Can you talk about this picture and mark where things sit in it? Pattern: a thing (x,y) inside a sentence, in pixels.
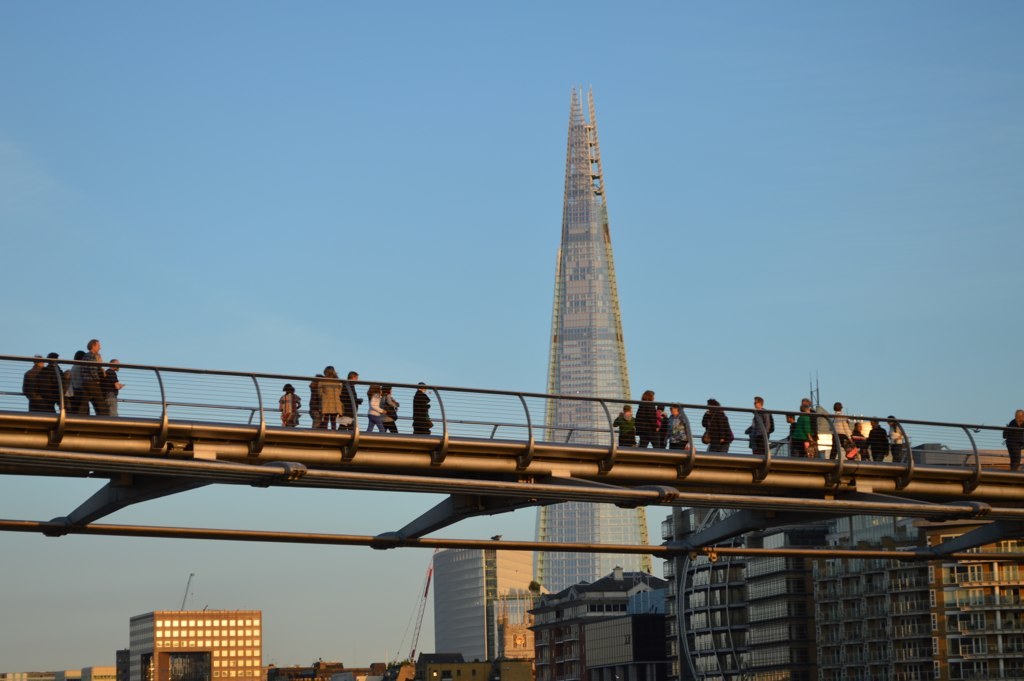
In this image we can see the people (852,442) on the bridge (199,441). We can also see the buildings (622,615), crane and also a tower building (609,393). In the background (435,302) we can see the sky (627,154).
